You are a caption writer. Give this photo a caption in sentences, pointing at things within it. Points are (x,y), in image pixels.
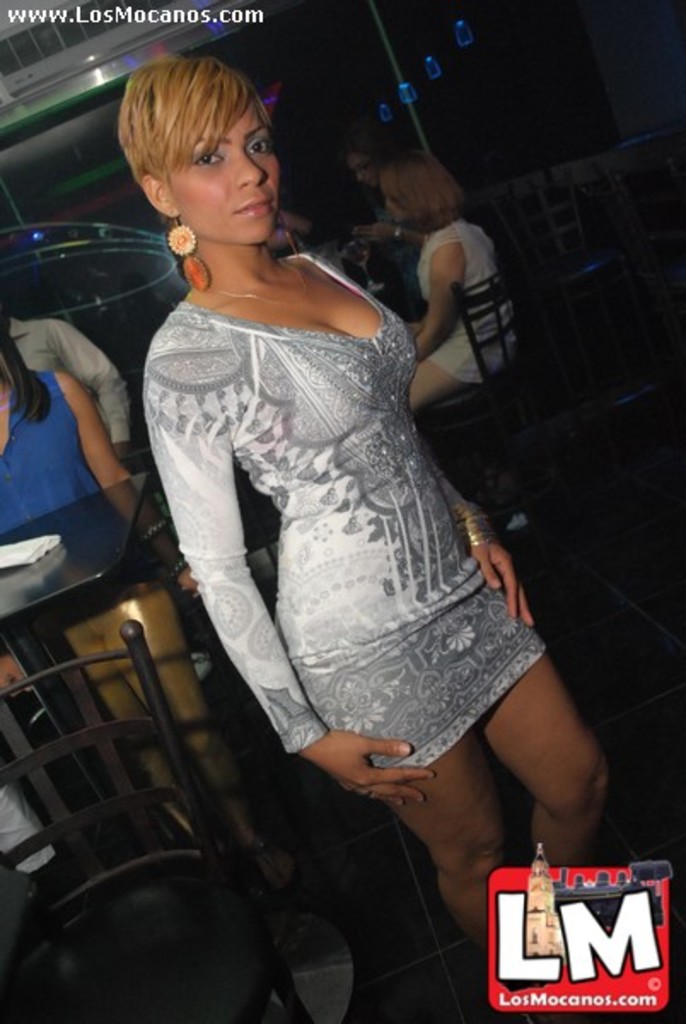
There is a girl (366,419) in the center of the image (328,405) there is a table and people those who are sitting on the chairs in the background area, it seems like chairs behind them. There is text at the top side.
